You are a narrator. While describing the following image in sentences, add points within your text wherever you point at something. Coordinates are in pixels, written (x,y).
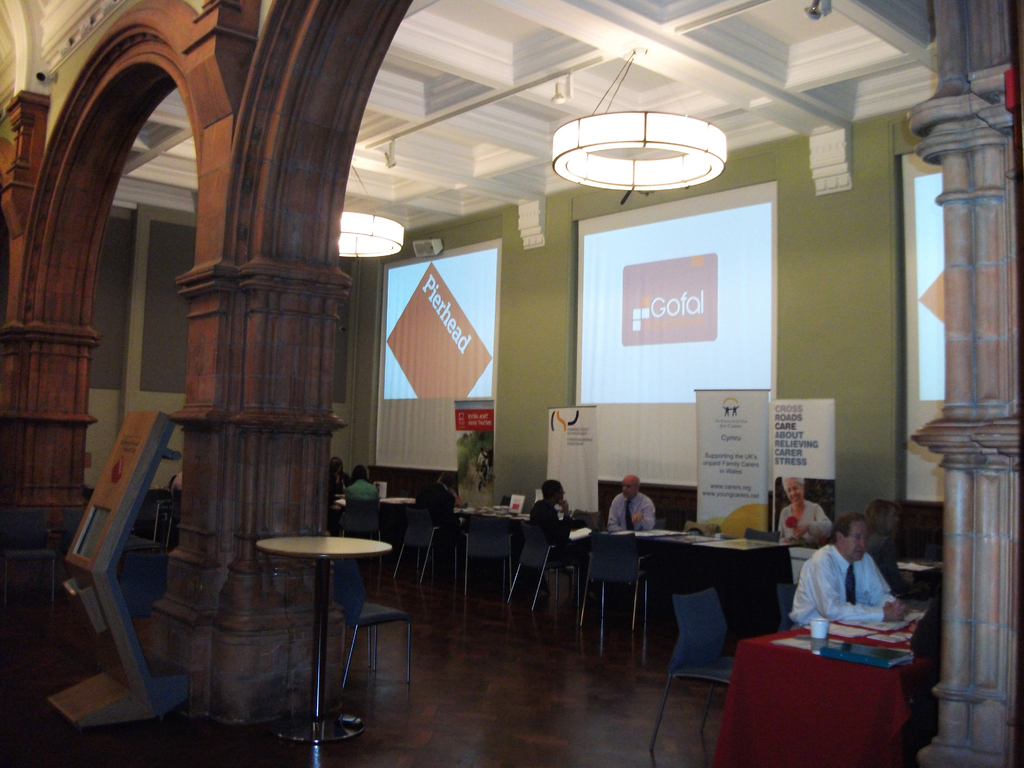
In this image I can see group of people (856,600) sitting and I can also see few banners (594,507). In the background (806,325) I can see few screens (689,315) and the wall (793,284) is in green color and I can also see few lights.
